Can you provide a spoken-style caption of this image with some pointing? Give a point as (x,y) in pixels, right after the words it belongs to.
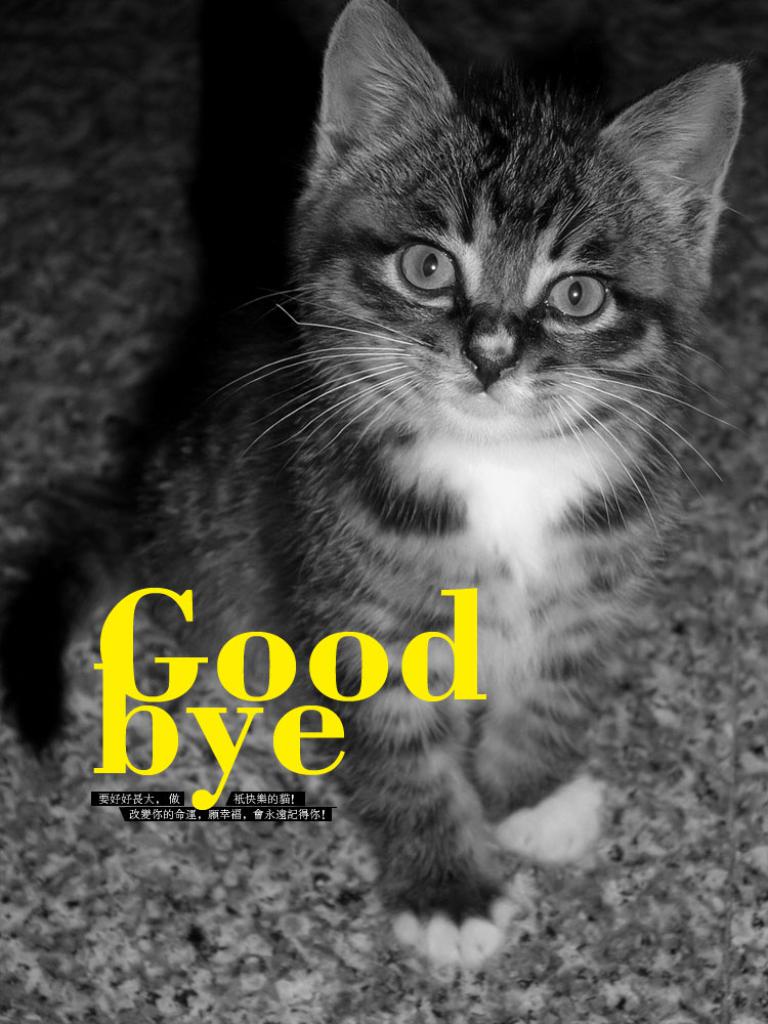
In this image there is a cat (432,577) sat on the floor (300,881) and there is some text (275,742).
